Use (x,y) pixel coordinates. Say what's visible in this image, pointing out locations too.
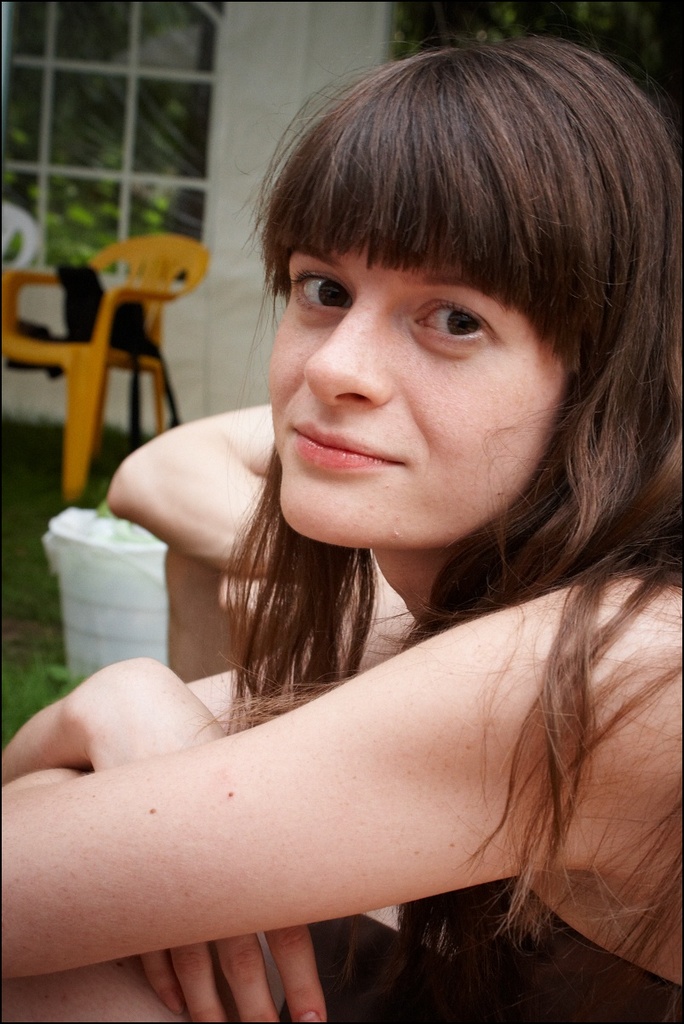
In this image I can see a woman (273,616) and I can see she is wearing black dress (585,964). In background (200,555) I can see one more person (184,519), few chairs (109,357), few clothes (68,286) and I can see this image is little bit blurry from background (76,106).
